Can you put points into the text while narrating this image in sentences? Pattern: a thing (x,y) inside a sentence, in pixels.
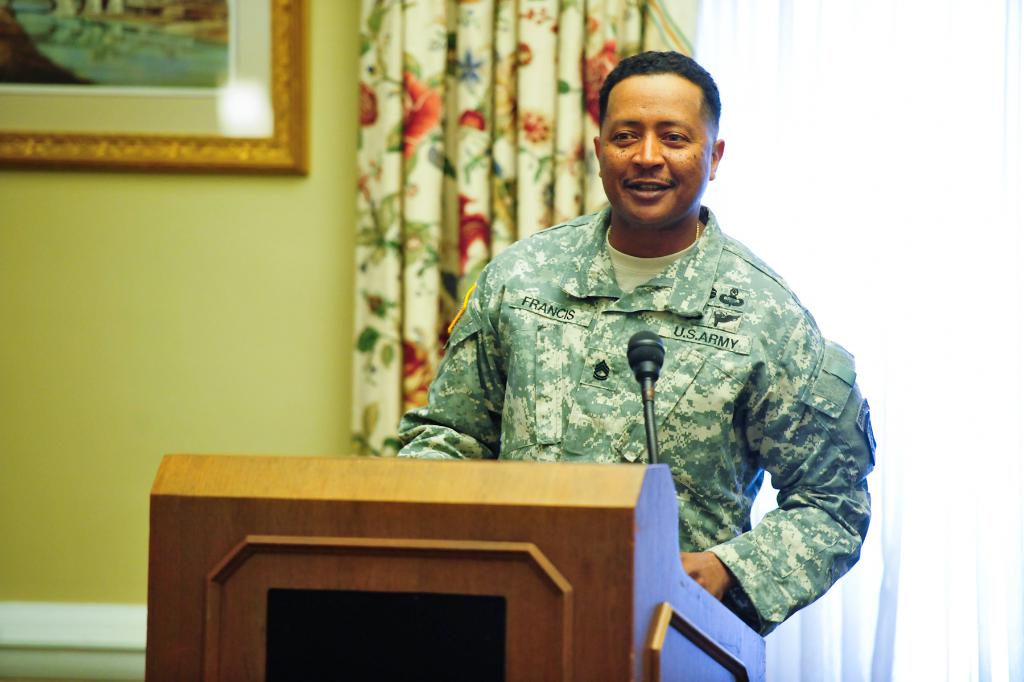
In the foreground of this image (709,453), there is a man (622,279) standing in front of a podium (657,539) on which there is a mic (645,370). Behind him, there is a curtain (537,67), window blind (727,109) and a frame (166,124) on the wall (176,223).
